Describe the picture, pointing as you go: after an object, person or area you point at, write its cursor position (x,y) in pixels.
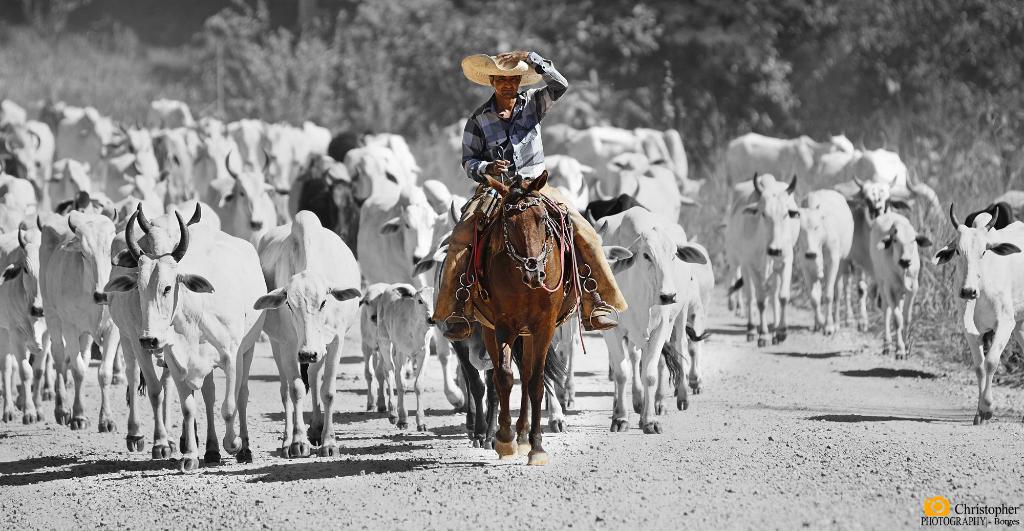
In the center of the image (583,231) we can see that the person (502,91) riding on the horse (513,201). In the background (47,297) there are many cows (775,225) and trees (569,34).
